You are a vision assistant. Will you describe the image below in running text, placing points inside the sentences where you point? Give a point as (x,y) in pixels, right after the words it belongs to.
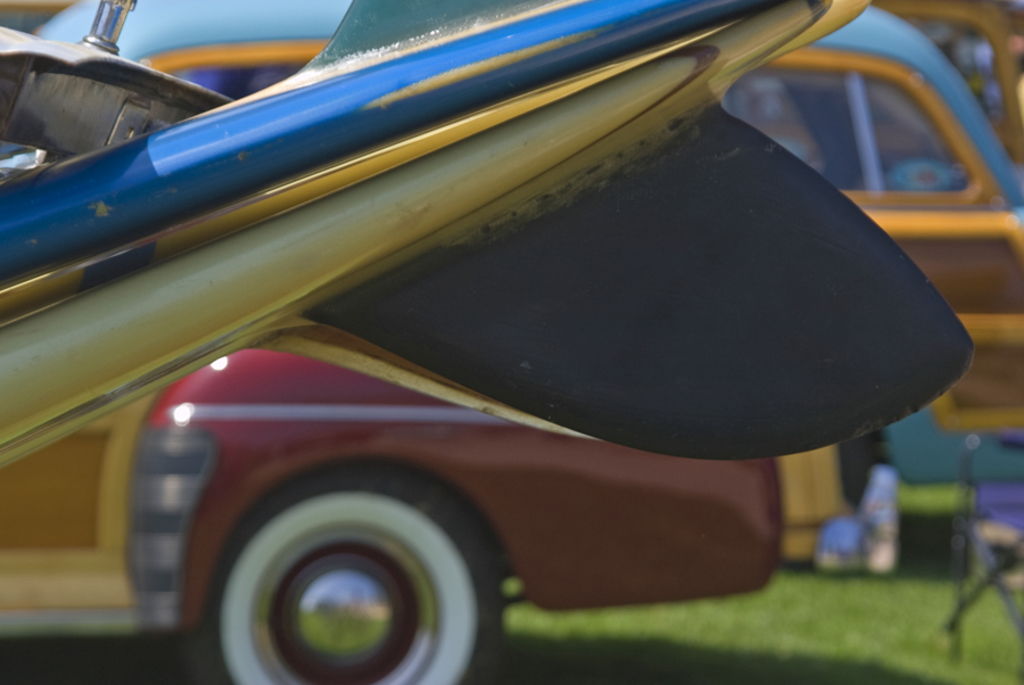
In this picture we can see few cars (595,446) and a chair (974,492) on the grass (837,604).
